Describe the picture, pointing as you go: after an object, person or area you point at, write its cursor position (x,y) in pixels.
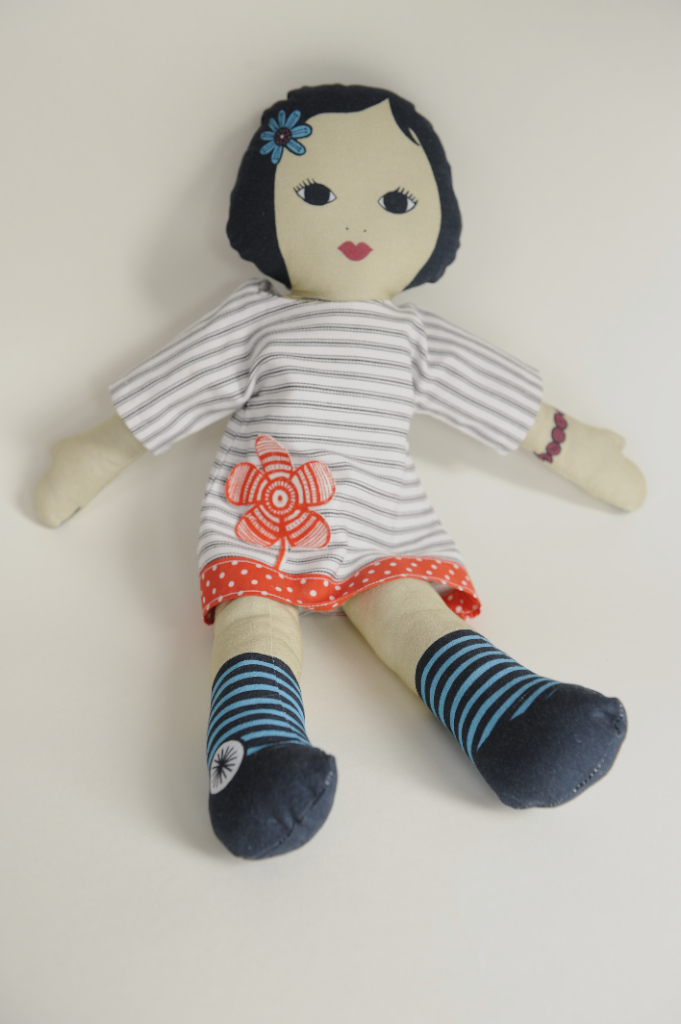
In this image in the center (288,381) there is one toy (300,439), and there is a white background (85,415).
